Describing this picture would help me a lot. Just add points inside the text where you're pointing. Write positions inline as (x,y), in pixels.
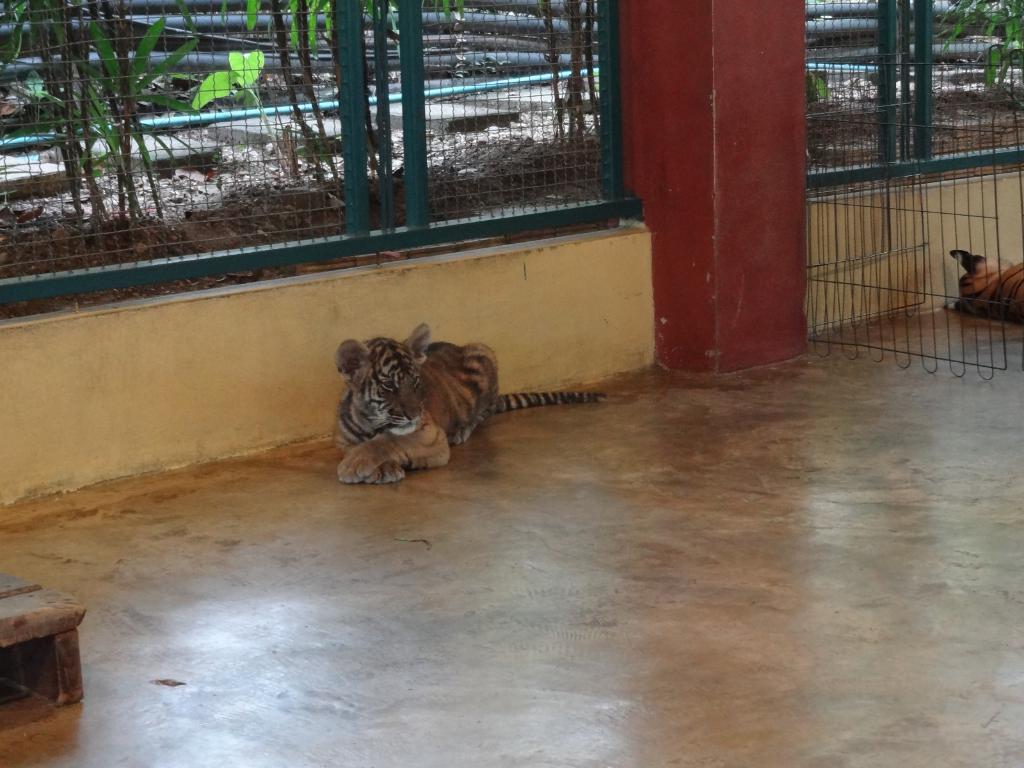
In this picture we can see tigers (965,268), floor (1012,375) and fences (555,161), through fences (930,52) we can see leaves (162,69) and objects (569,73).
